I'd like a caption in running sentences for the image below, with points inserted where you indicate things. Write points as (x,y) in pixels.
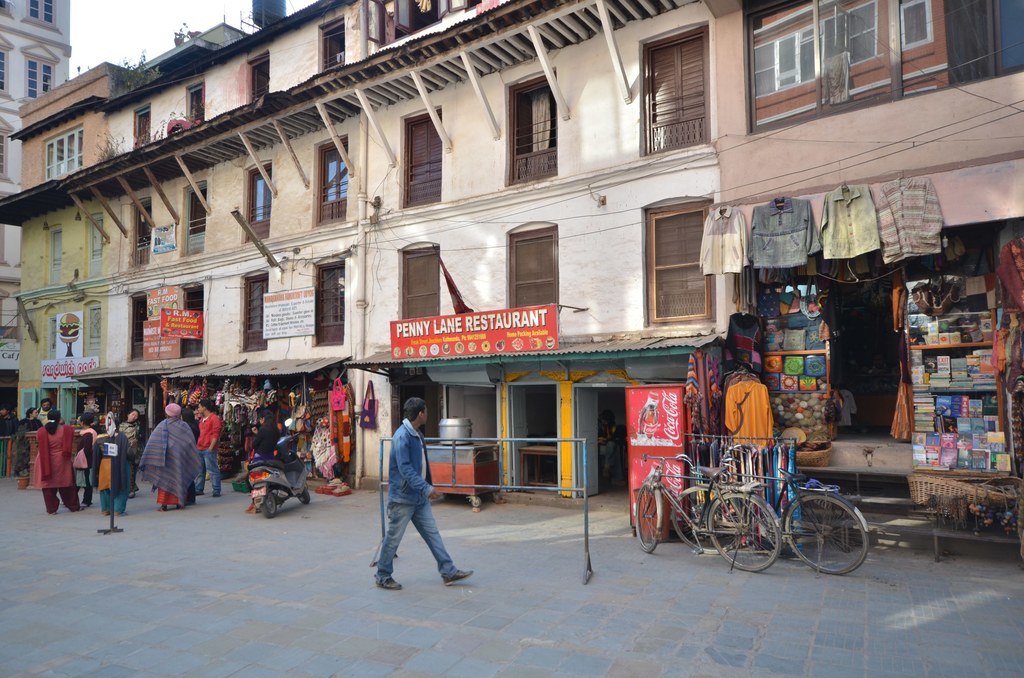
In this image we can see some people (441,561) on the street (478,555) and to the side we can see some stores (407,386) with clothes (759,414) and some other objects (930,503), vehicles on the road (779,598). We can also see few buildings (224,97) and there are some boards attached to the buildings (581,243) with some text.
